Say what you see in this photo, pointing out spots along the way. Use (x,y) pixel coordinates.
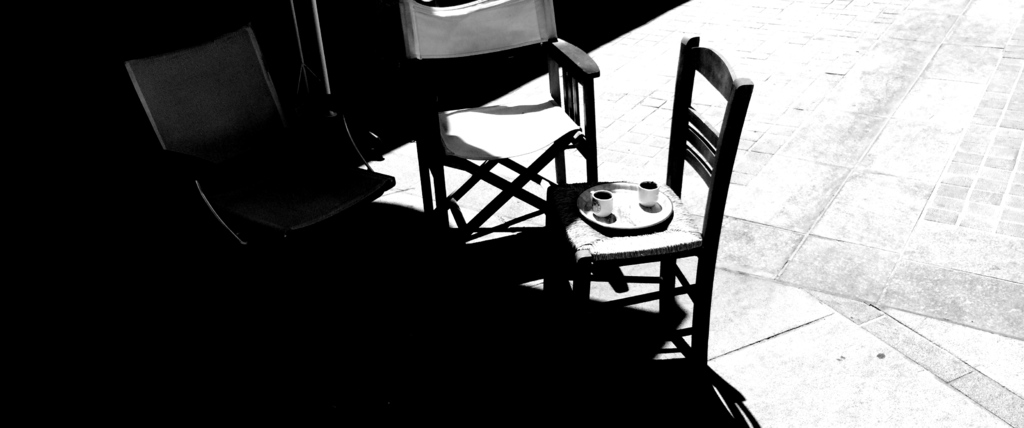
This is a black and white image. In this image we can see three chairs (489,54). There is a plate (627,193) with two cups (643,193) on it. At the bottom of the image (753,361) there is floor (893,243).
